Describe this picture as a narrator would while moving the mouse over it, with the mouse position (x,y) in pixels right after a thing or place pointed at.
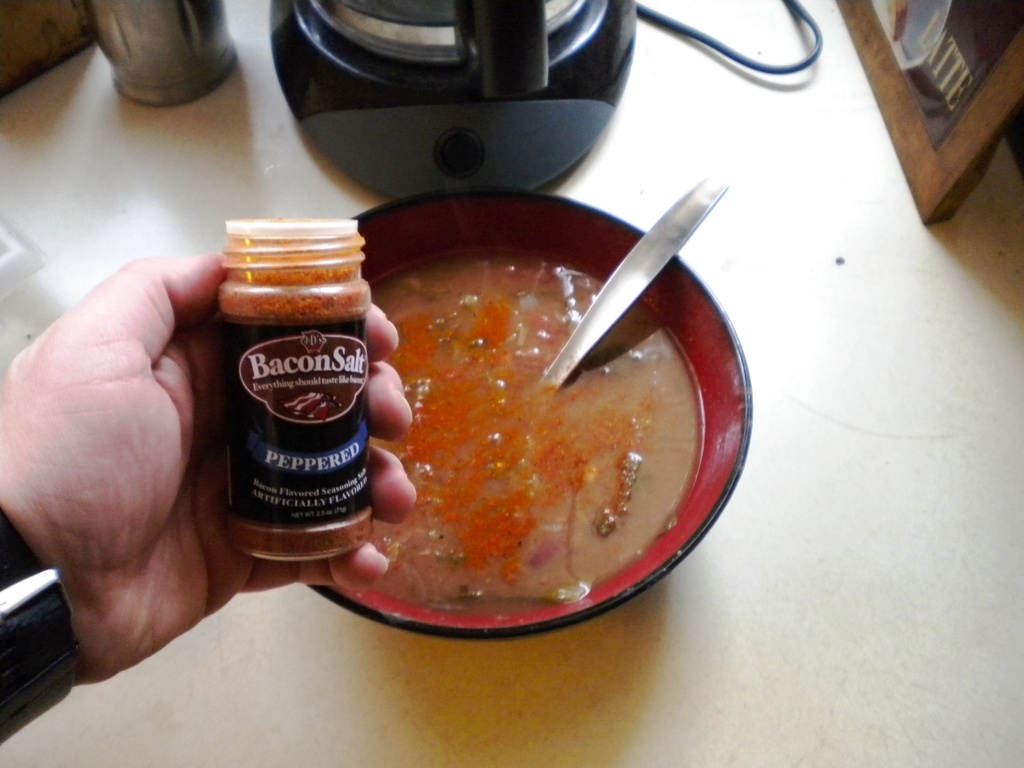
In this picture I can observe soup (534,453) in a cup (513,253). On the left side (296,253) I can observe a human hand (99,453) holding a pepper bottle (268,431). The cup (487,373) is placed on the table (802,165).
